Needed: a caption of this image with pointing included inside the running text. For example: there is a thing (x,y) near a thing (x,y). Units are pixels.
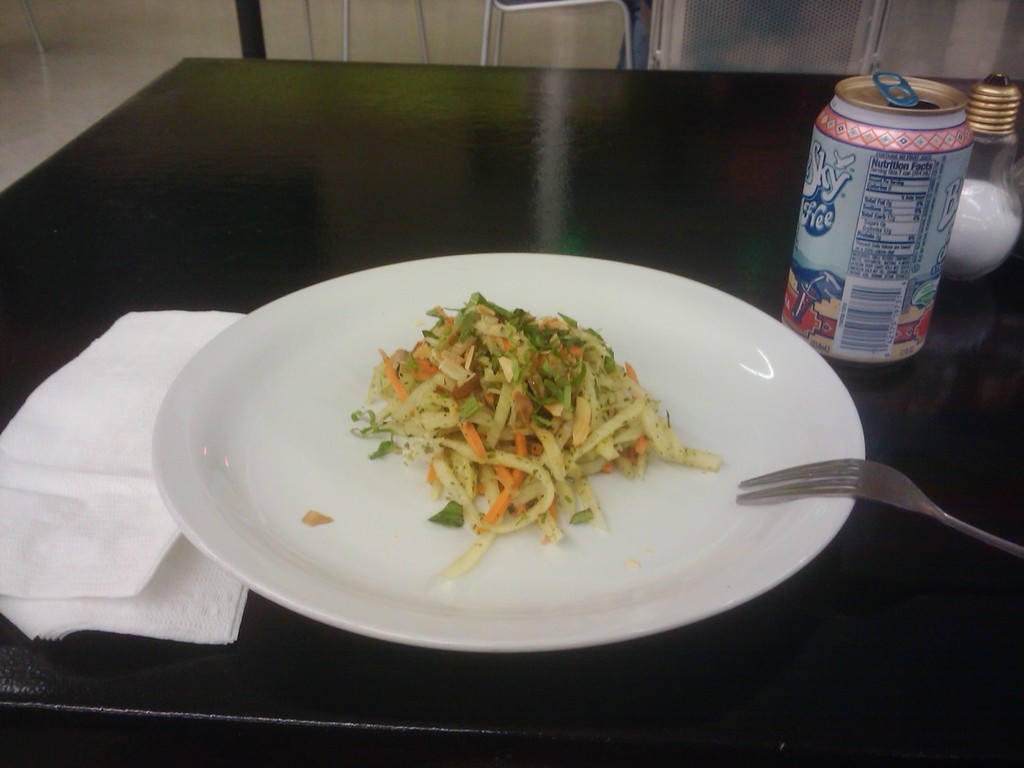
In this image we can see a table (623,215). On the table (624,123) there are a beverage tin (881,142), salt container (971,215), serving plate (629,483) with food (545,466) on it, fork (792,477) and a paper napkin (138,450).
